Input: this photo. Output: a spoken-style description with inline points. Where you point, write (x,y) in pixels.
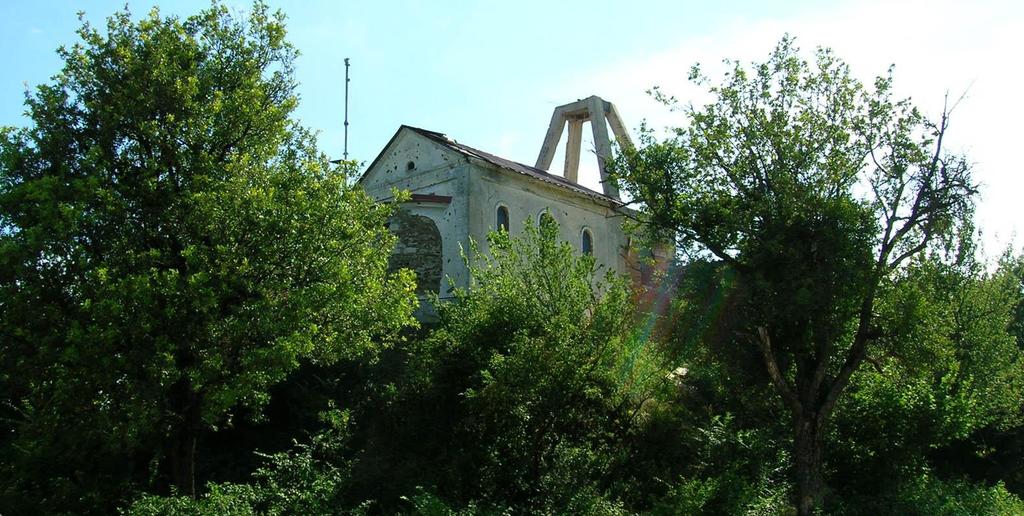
In this image, we can see some green color trees (459,406) and there is a house (416,231), at the top (548,81) there is a blue color sky (528,38).
